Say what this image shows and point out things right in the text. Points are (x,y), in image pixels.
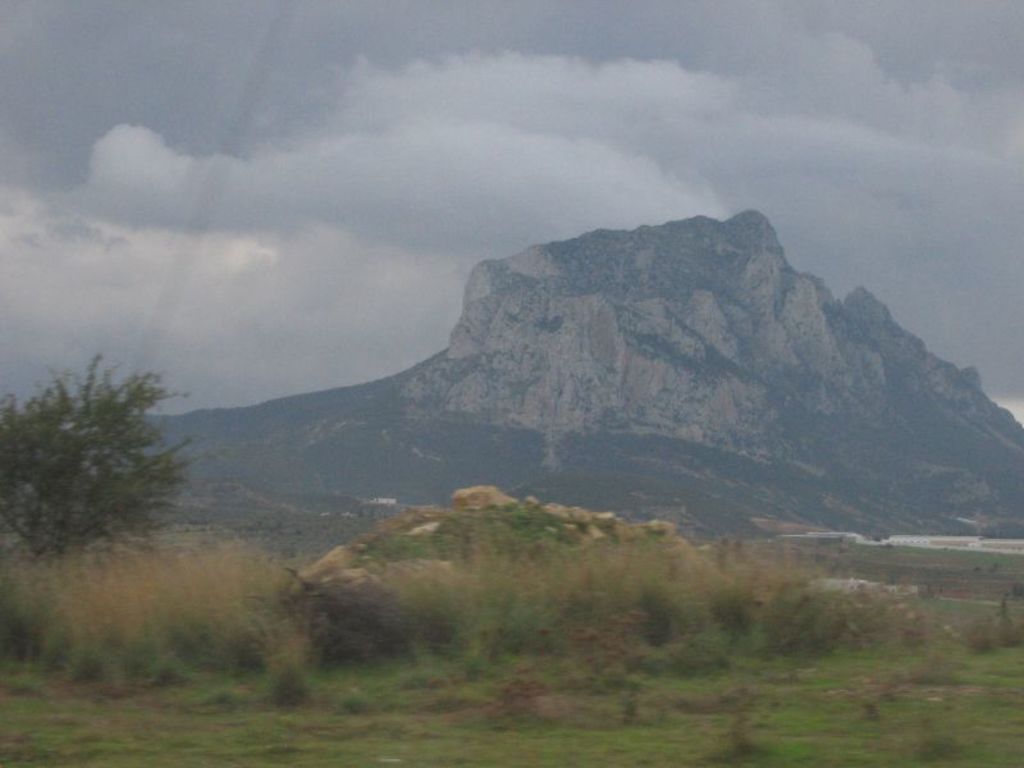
At the bottom of the image (510,703) on the ground (501,703) there is grass (145,703) and also there are small plants (535,616). And also there are rocks (482,494) and trees (71,470). In the background (209,483) there is a hill (595,261). At the top of the image (343,128) there is sky (343,128) with clouds (327,142).
